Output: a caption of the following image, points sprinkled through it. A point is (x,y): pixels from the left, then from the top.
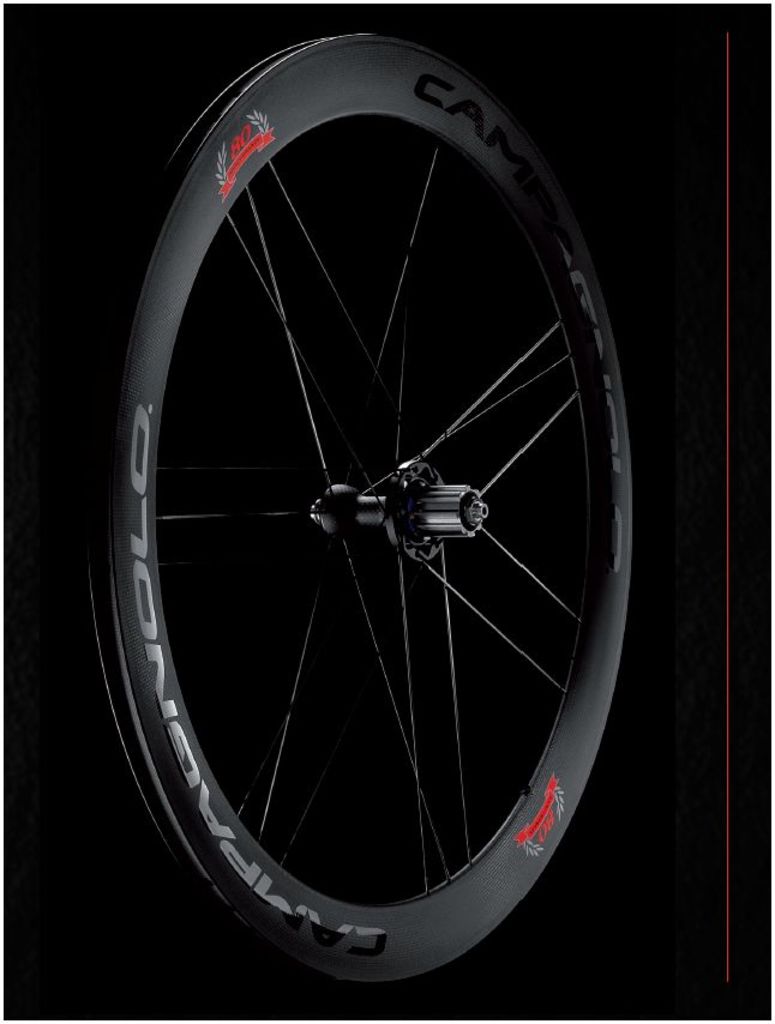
In this picture we can see a wheel (483,907) here, there are some spokes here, we can see a dark background (626,152) here, there is some text (261,895) on the wheel (184,214).
